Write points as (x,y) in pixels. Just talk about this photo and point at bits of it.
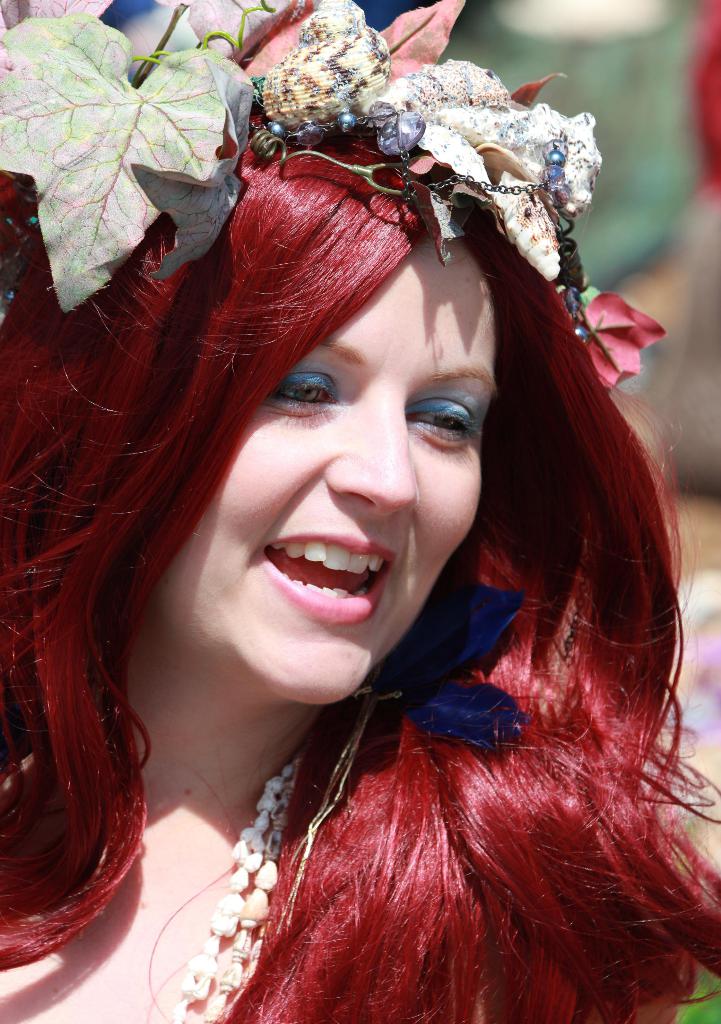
In this picture there is a woman (221,426). On her head (590,383) I can see the leaves (214,100) and other objects (521,216). She is smiling. in the background (718,329) I can see the blur image.
